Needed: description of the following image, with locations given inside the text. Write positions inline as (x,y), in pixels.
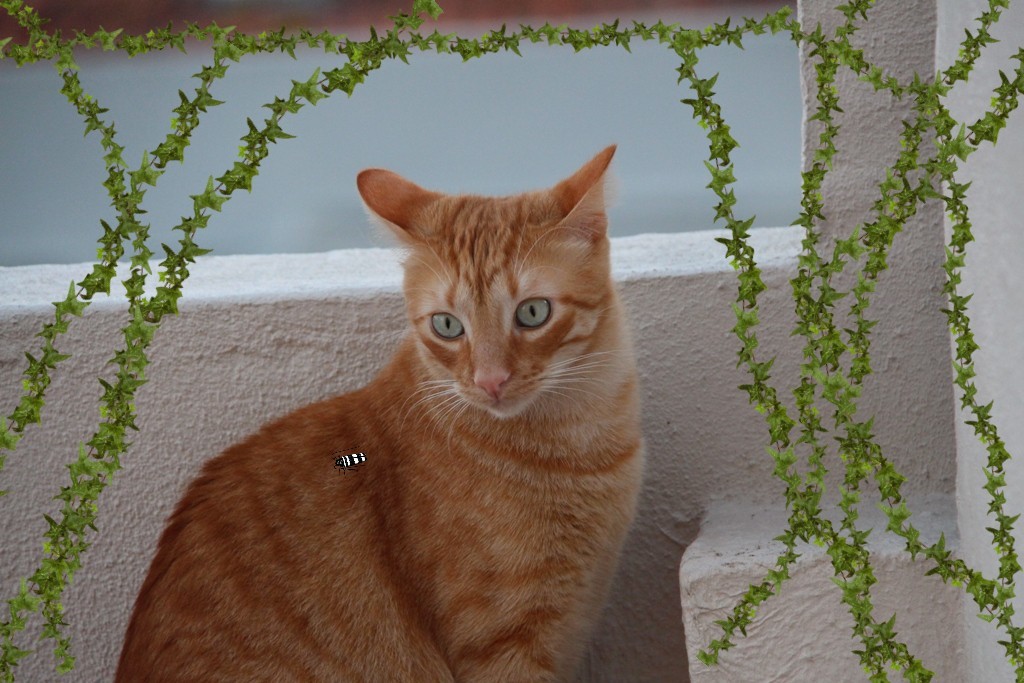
In the image there is a cat (522,556) sitting. And there is a fly (337,465) on the cat (402,526). Behind the cat (338,474) there is a wall (686,329) and also there are creepers (888,468).
